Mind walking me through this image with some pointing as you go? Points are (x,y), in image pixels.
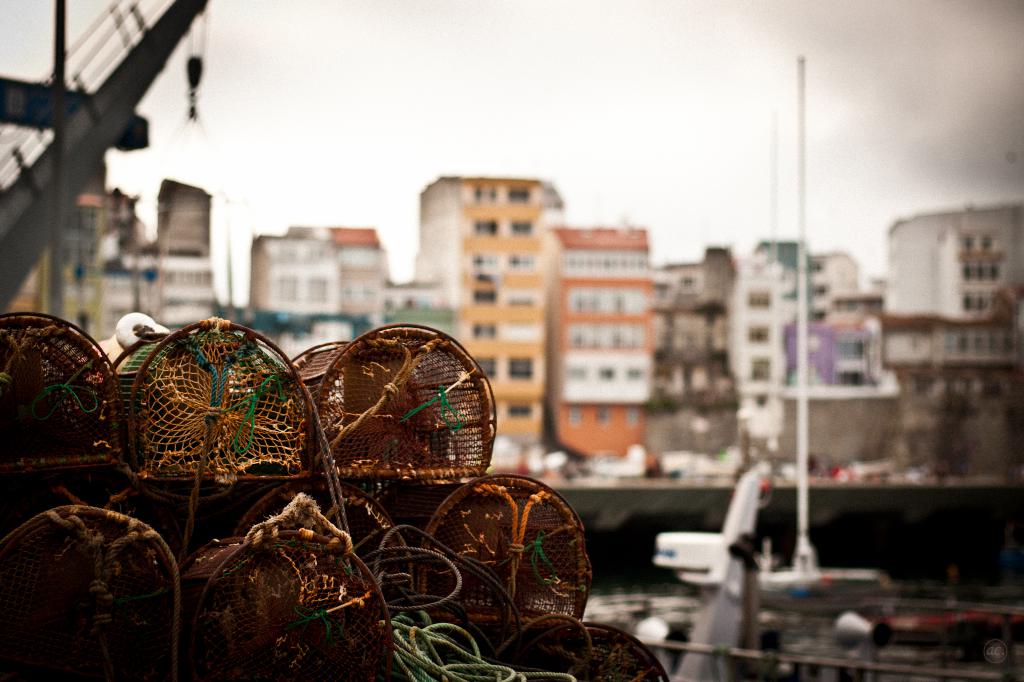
In this picture we can see there are ropes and cages (173,574). Behind the cages (227,412) there is a pole (805,385), buildings (737,298), sky (361,116) and there are some blurred things (722,478).
